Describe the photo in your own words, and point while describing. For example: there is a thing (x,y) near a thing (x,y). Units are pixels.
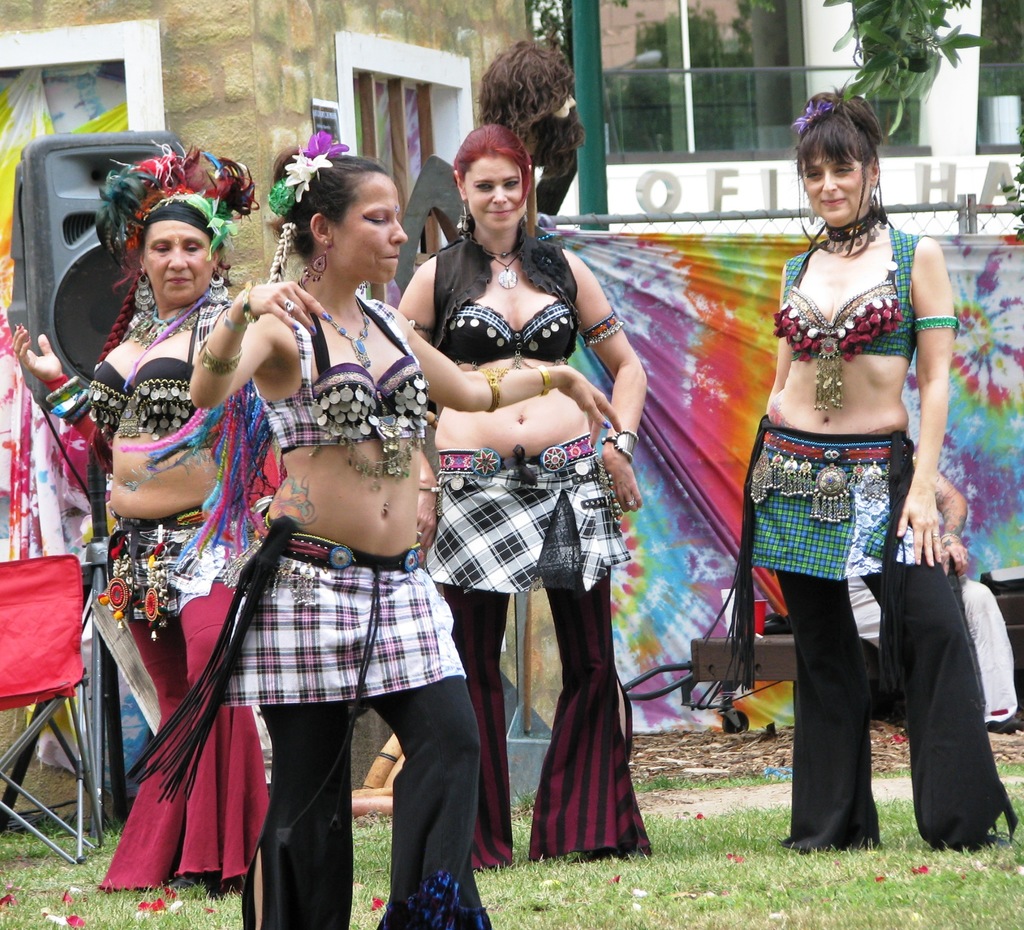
This image consists of four women (426,591) wearing costumes (329,596) and dancing. At the bottom (479,887), there is green grass (752,901) on the ground (644,797). On the left (63,312), we can see a speaker (62,147). In the background (705,13), there is a building (411,62) along with windows (705,13). On the right (974,352), we can see a cloth (737,476).
